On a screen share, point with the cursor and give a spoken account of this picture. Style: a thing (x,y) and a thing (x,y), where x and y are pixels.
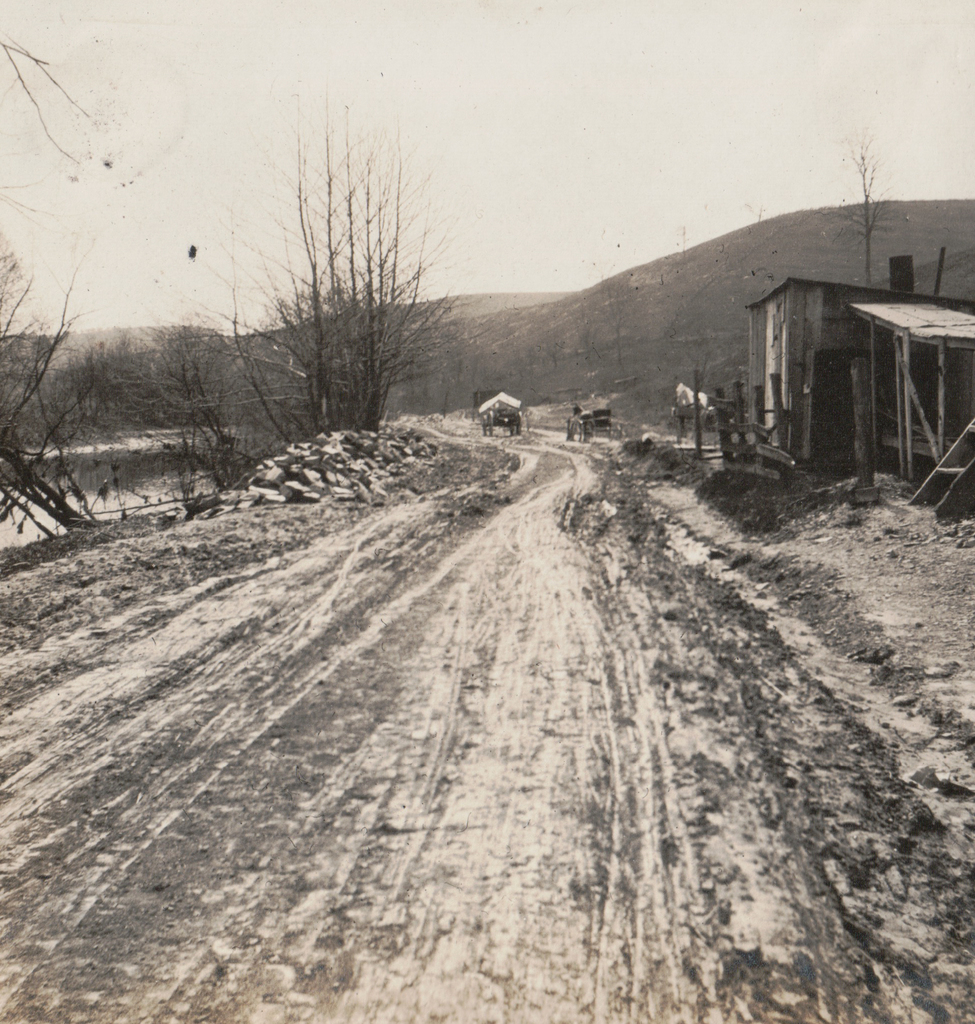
In the image we can see a path (407,735), stones (312,485), trees (27,406), mountains (714,319) and a sky (710,39). We can even see water (102,468) and a cart (495,428). This is a wooden house (752,399).
